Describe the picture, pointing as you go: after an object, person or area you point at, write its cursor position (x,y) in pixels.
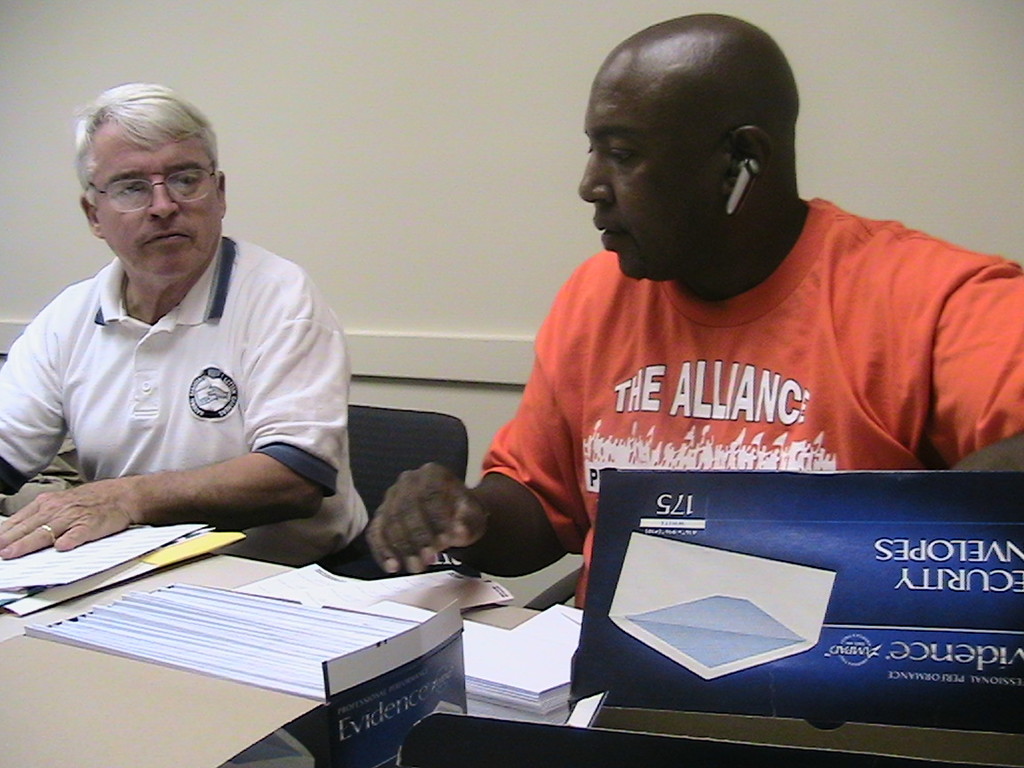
In this image, there are a few people (730,380). We can also see some objects (790,668) like cardboard boxes (405,718) and papers (538,656). We can also see the wall (372,342).
